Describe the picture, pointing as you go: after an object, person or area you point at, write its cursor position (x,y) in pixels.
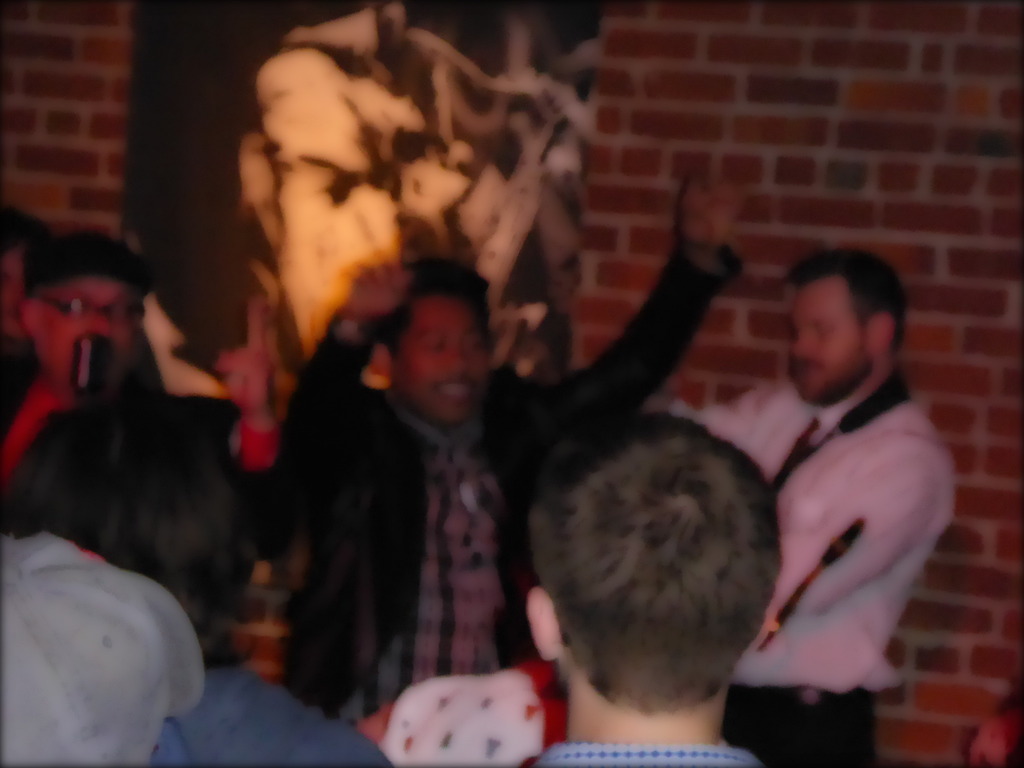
In the foreground (363,603), I can see a group of people (479,496) are dancing on the floor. In the background (745,295), I can see a wall (756,295) and a wall painting (441,222). This image taken, maybe in a hall (495,524).
